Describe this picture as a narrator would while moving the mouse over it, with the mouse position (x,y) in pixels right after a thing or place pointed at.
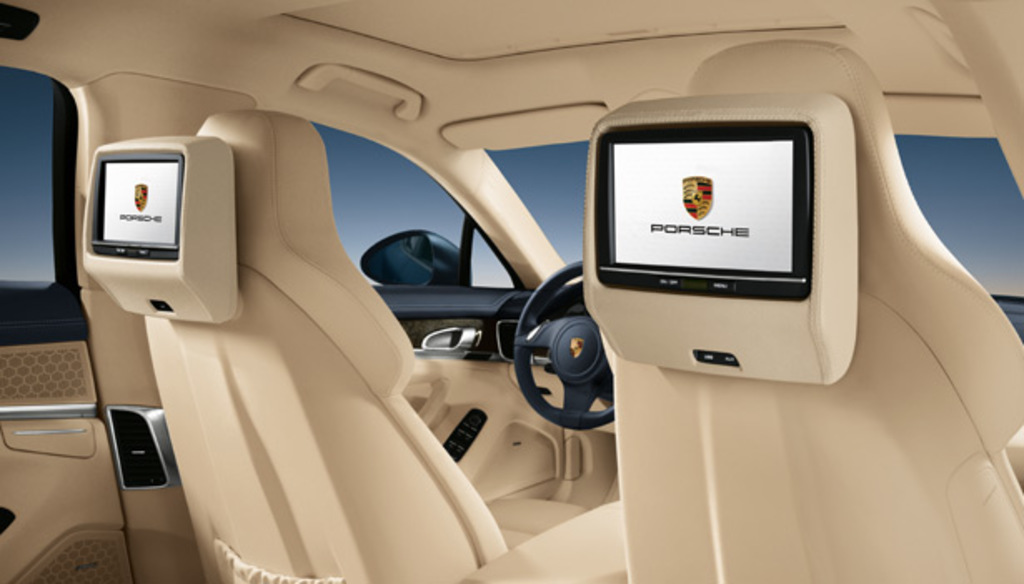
In this image I can see the inside view of a vehicle (397,560). There is a steering (533,394) and there are screens (133,221) attached back to the seats (201,277) and there is some text (152,220) on the screen (141,216).
